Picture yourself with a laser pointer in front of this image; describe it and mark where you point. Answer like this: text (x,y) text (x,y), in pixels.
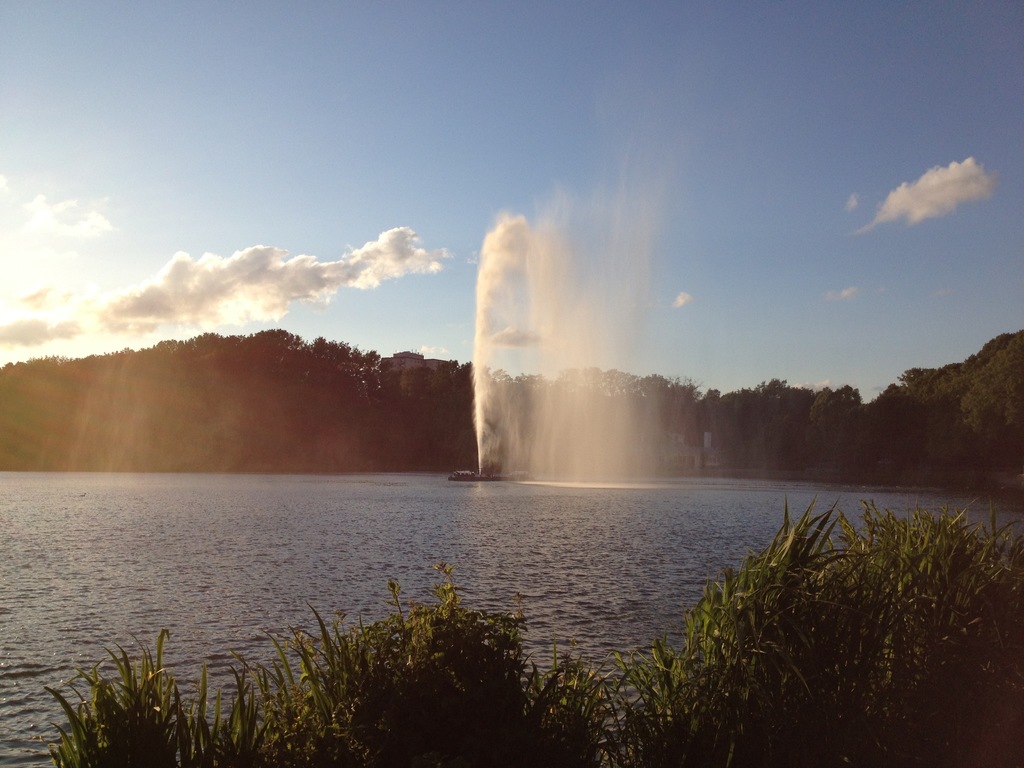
In the foreground of the picture (720,647) there are plants (829,600). In the center of the picture (481,435) there is a water body (458,483) and water (533,311) spilling outside. In the background (466,430) there are trees (62,410) and sky (442,41).
